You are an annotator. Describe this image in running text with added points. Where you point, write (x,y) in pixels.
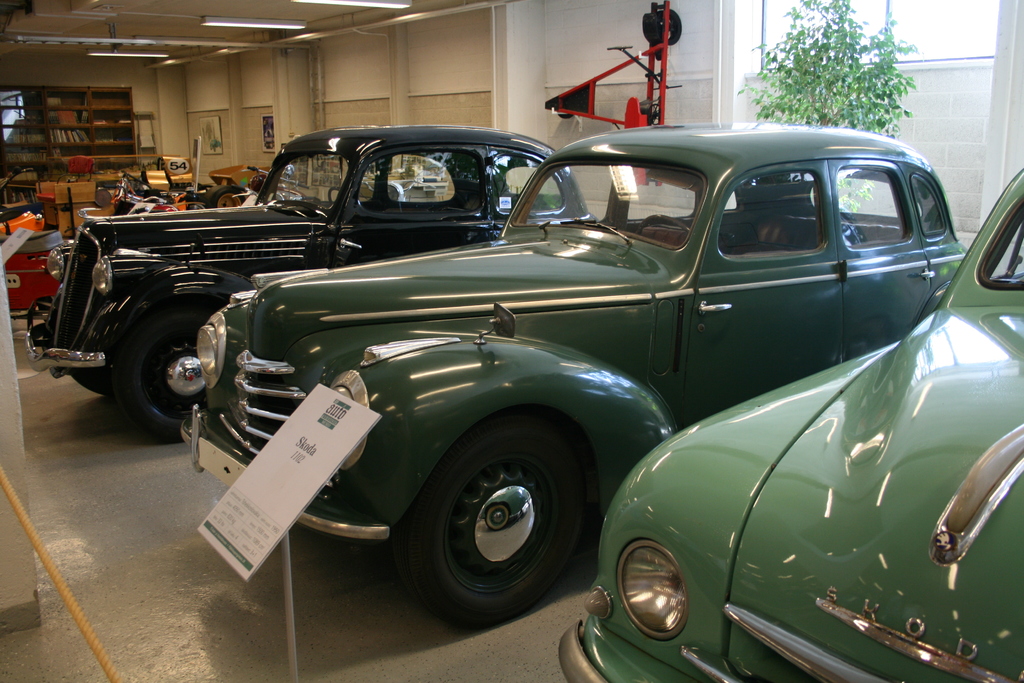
In this image, I can see the cars (276,266) and vehicles (165,194) on the floor (134,484). At the bottom of the image (205,527), there is a rope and a board (283,521) with a stand (295,625). On the right side of the image (943,20), I can see a window (953,32), tree (845,90) and an object (633,99) attached to the wall (708,74). At the top of the image (201,20), there are tube lights (394,5) attached to the ceiling (414,3). In the background (103,123), I can see the books (35,141) in a rack (96,135) and there are photo frames (269,137) attached to the wall (260,119).
